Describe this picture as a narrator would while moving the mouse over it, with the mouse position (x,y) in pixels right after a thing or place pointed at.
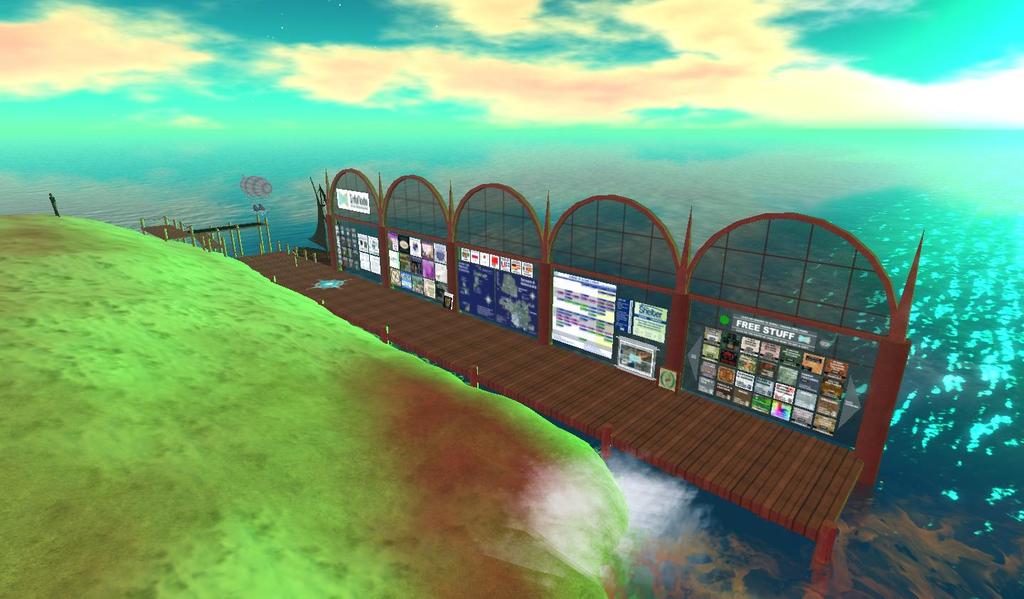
In this image I can see a bridge (484,329), stickers (785,409) attached to the board (714,374), green garden (309,389) and water (757,164). Background (963,49) is in green, white and blue color. It is an edited image.
